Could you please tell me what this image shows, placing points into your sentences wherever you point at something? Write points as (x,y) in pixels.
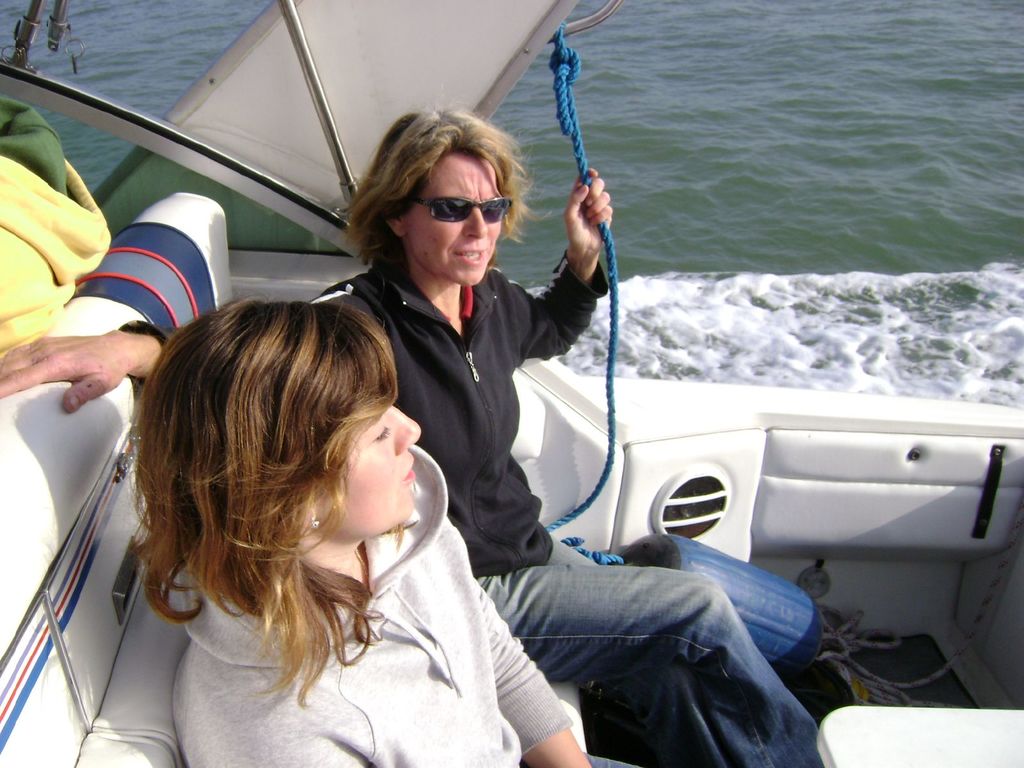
In this picture I can observe two women (440,469) sitting in the boat (524,462). One of them is wearing spectacles (459,206). In the background (694,203) I can observe water (709,178).
